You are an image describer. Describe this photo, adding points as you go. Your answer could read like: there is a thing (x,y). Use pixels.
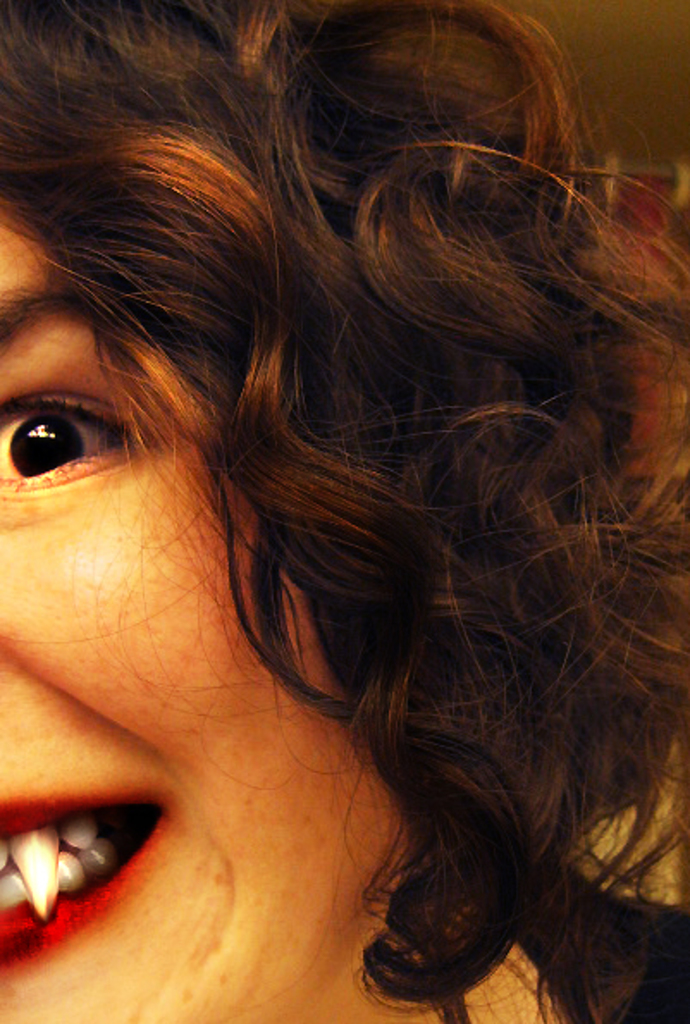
This image consists of a woman (245,764).
